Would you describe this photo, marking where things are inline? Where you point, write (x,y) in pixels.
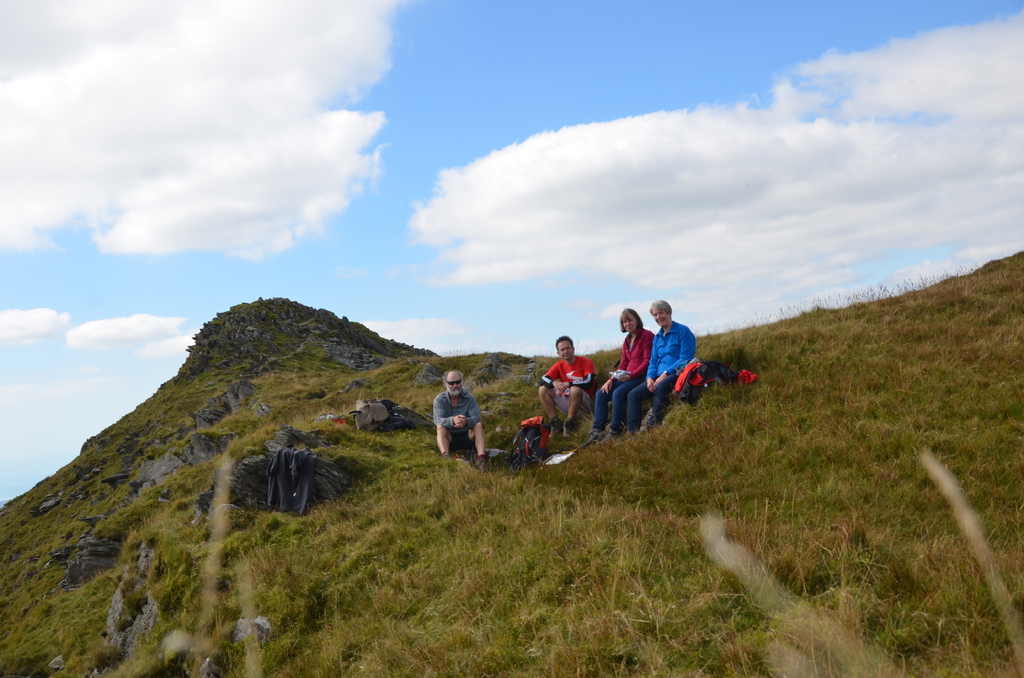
In the middle of the picture (584,387), we see four people (570,433) sitting on the grass (490,446). In front of them, we see a bag (531,453). At the bottom of the picture (533,473), we see grass (299,642). There is a hill (292,339) in the background (313,339). At the top of the picture (534,132), we see the sky (645,108) and the clouds (609,224).
